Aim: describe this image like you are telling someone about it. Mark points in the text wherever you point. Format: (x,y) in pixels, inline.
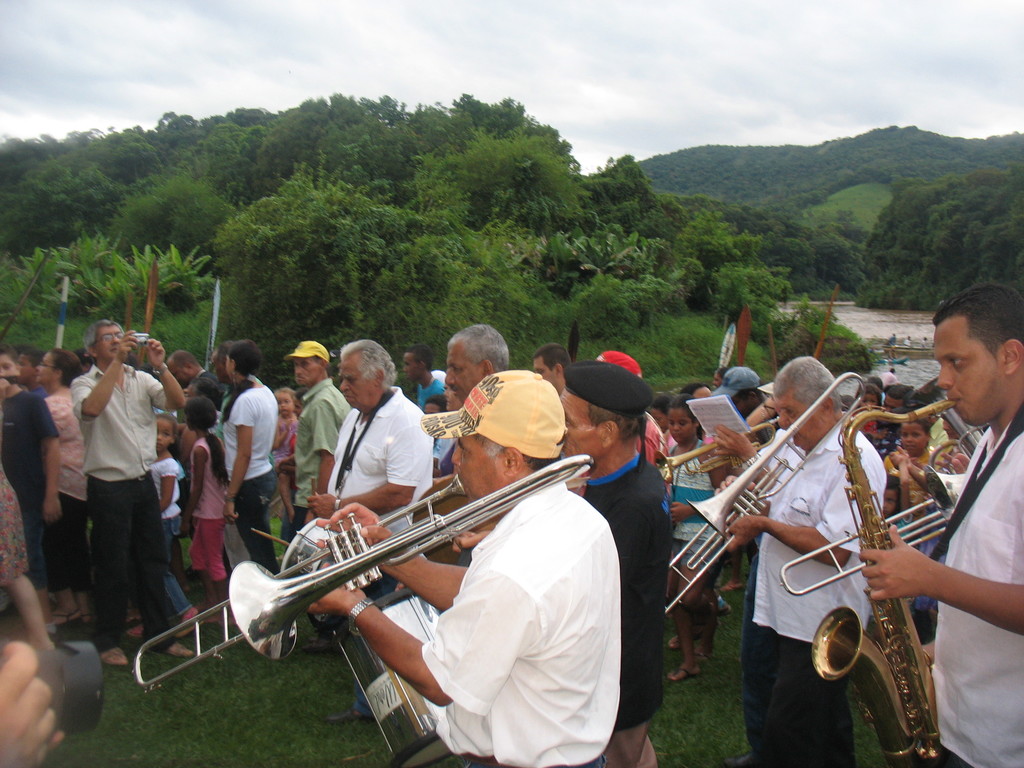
In this picture we can see the group of men (646,610) standing in the ground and playing musical instruments (425,634). On the top (547,85) there is a sky (513,89) and clouds (568,66).
